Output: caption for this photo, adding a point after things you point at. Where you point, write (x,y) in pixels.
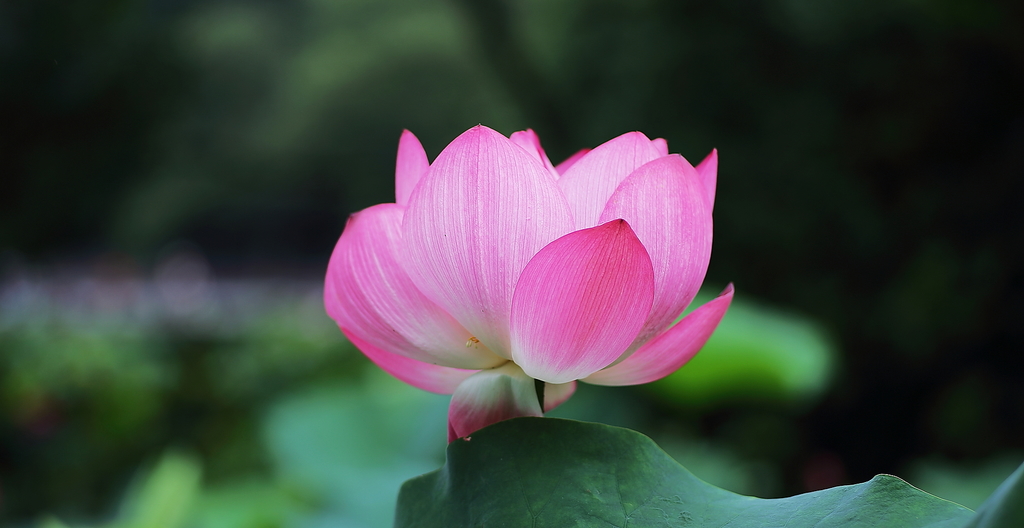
In the center of the image (354,286) there is a lotus flower (518,265). At the bottom of the image (487,454) there is lotus leaf (582,477). The background of the image is blur.
